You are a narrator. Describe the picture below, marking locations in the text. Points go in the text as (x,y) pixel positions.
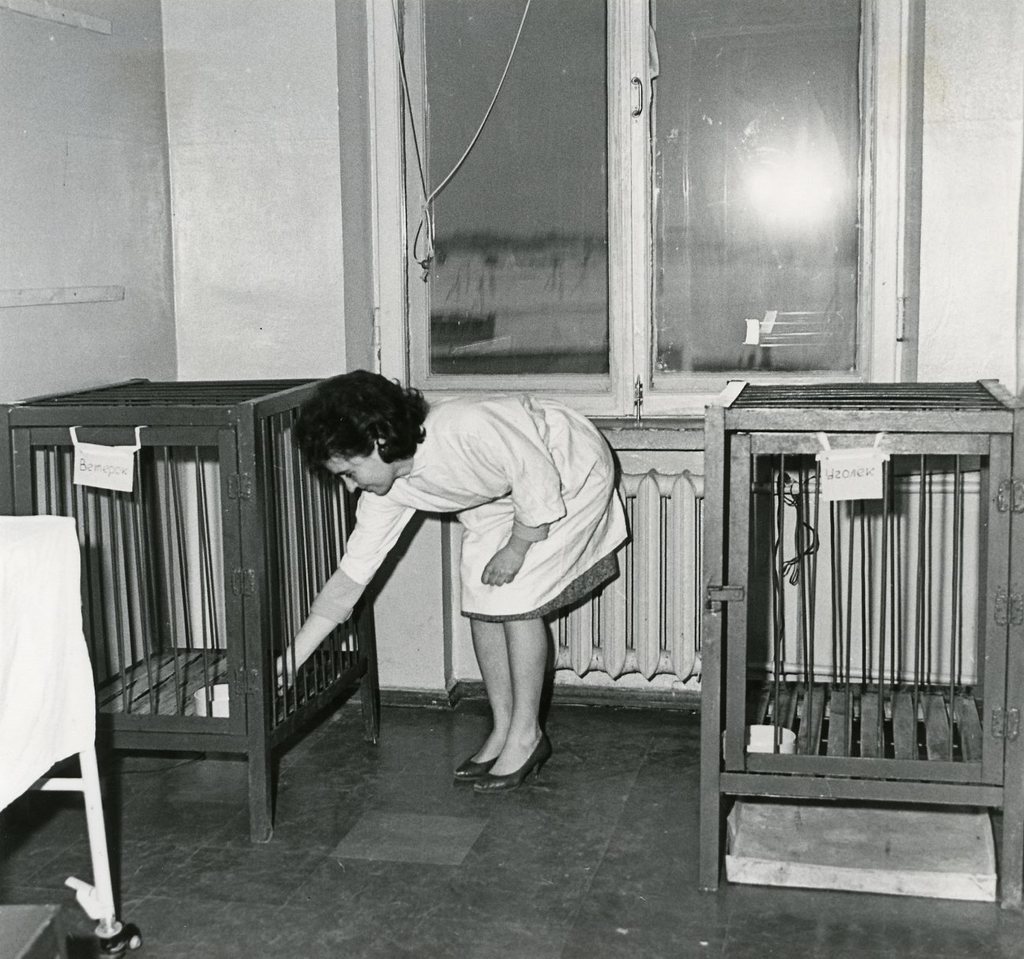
This is a black and white image. In the center of the image (355,419) we can see a lady (569,540) is bending and holding a bowl (216,694). In the background of the image (932,49) we can see the wall (1002,167), window (659,317), cages (772,409), boards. On the boards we can see the text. At the bottom of the image (549,908) we can see the floor (628,898).
